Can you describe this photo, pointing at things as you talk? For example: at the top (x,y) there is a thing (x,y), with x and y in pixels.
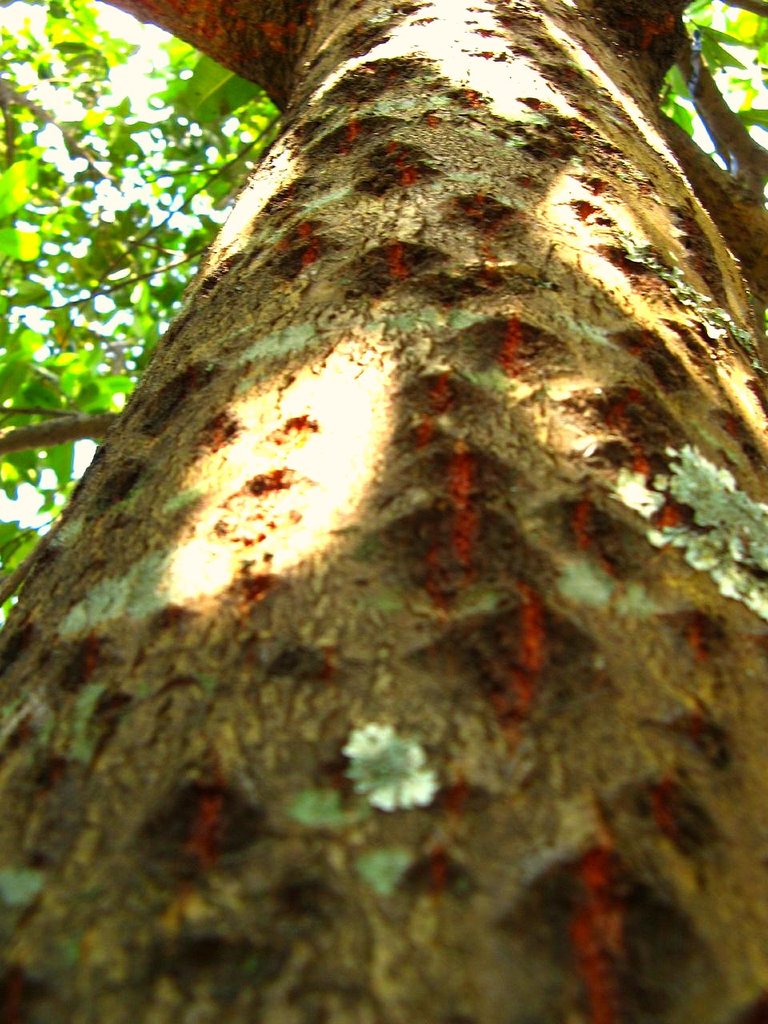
This is a picture of a tree (361,796), where there are small tiny plants (394,775) on the trunk (583,662) of the tree (460,570).
